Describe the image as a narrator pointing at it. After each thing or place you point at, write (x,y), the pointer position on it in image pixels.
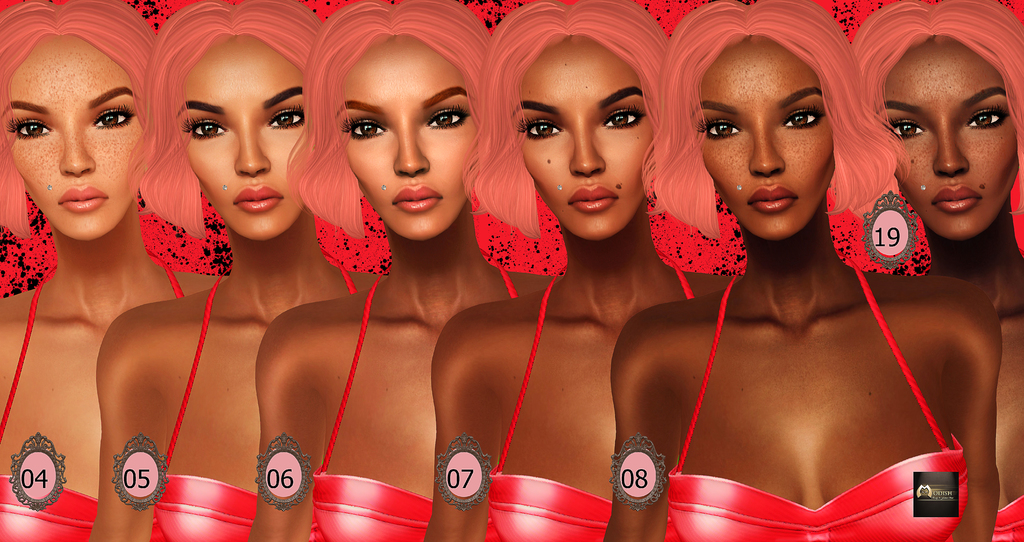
This is an animated picture of a woman (1023,191).
